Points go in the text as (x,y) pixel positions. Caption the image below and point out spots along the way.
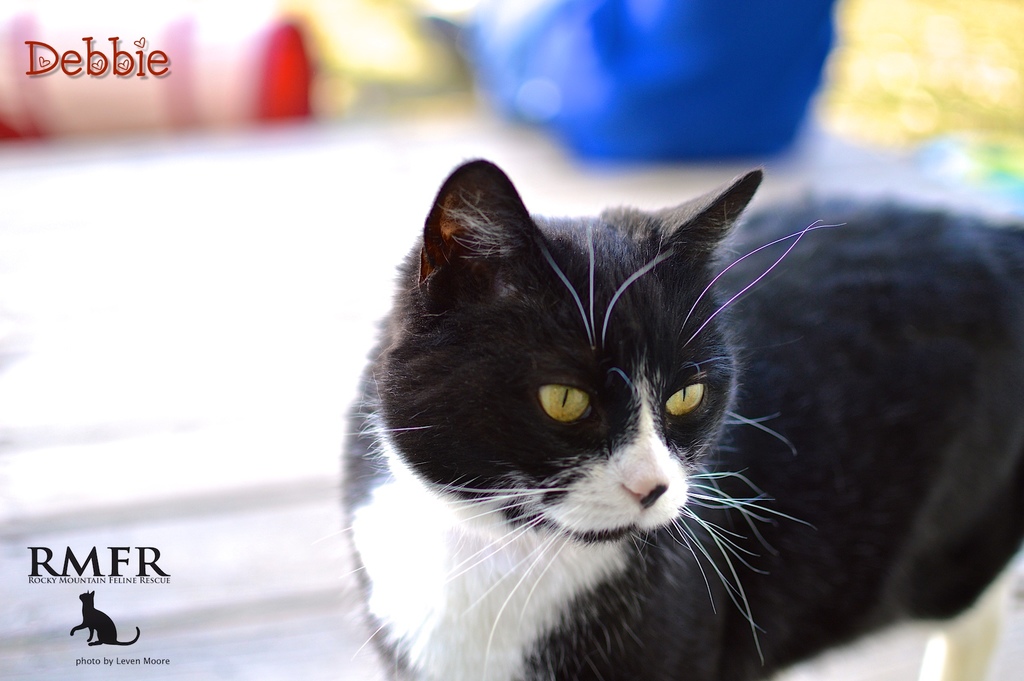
In this image, I can see a black and white cat (642,544). There is a blurred background (177,276). At the top left (105,66) and the bottom left side of the image (95,569), there are watermarks (85,589) and a logo (129,620).
